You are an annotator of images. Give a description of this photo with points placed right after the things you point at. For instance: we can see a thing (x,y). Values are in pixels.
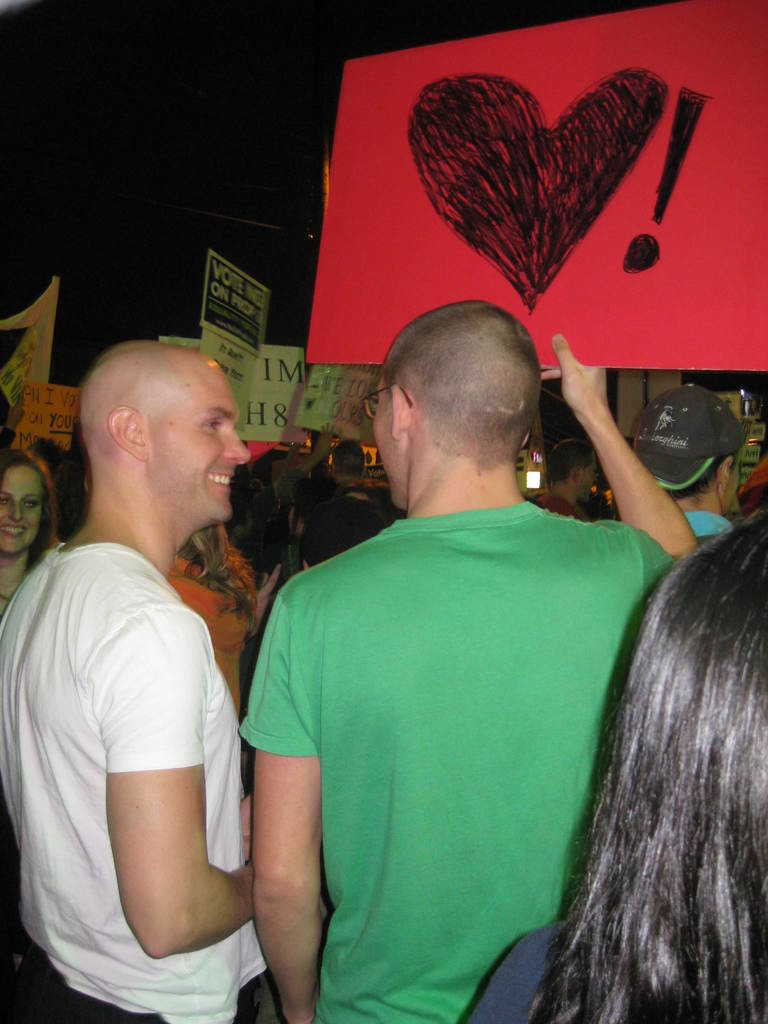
In this picture there are two men (369,779) standing and one holding the red color heart board (399,304). Behind there are some group of persons (312,463) standing with poster boards (209,350).
